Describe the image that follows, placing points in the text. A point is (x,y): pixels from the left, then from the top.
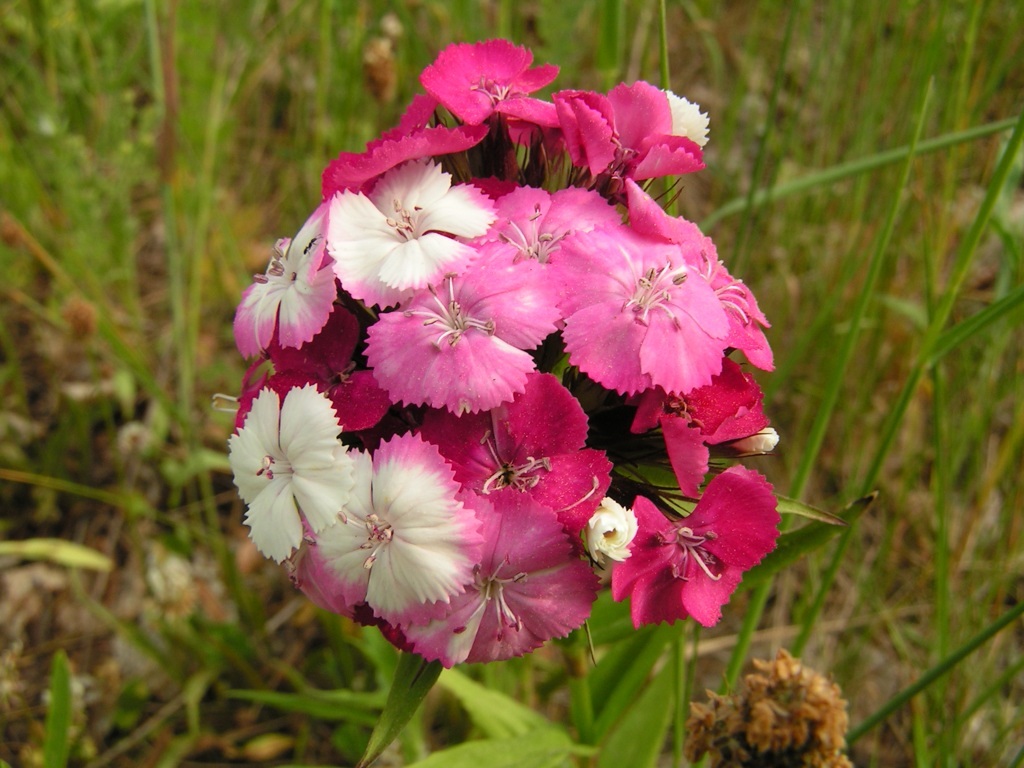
In this image, I can see a bunch of flowers (570,542). In the background (893,433), I can see the leaves (174,270).
